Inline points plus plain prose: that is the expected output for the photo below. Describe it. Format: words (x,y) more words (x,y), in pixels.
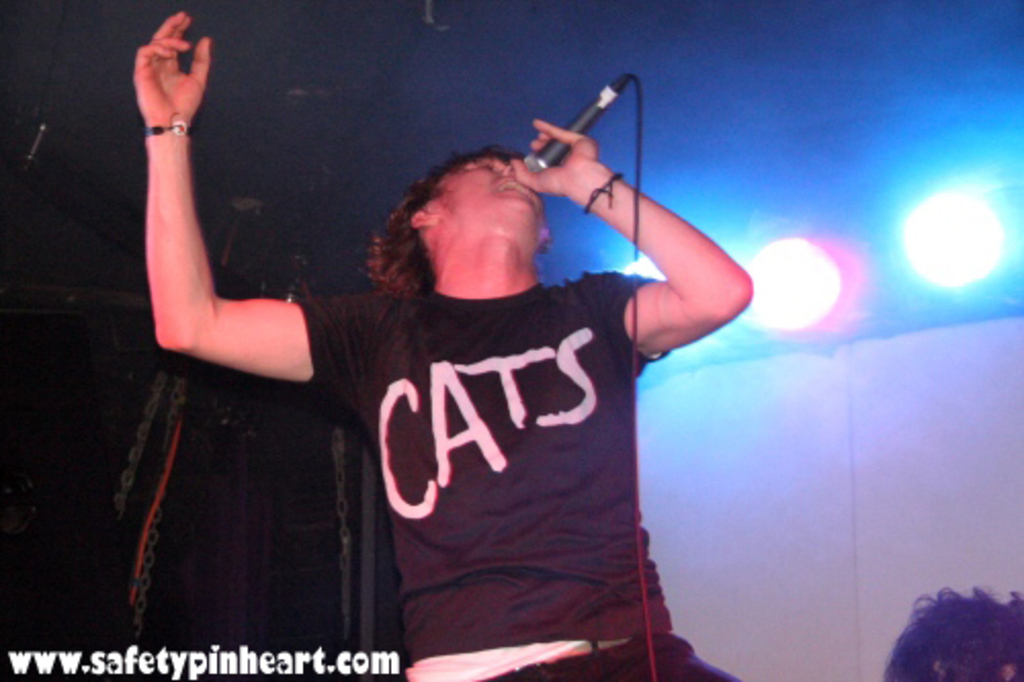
In this image I can see a person (622,381) standing and holding a microphone (553,148). He is wearing a black t shirt (614,553). There are lights (992,240) at the back (976,242).
